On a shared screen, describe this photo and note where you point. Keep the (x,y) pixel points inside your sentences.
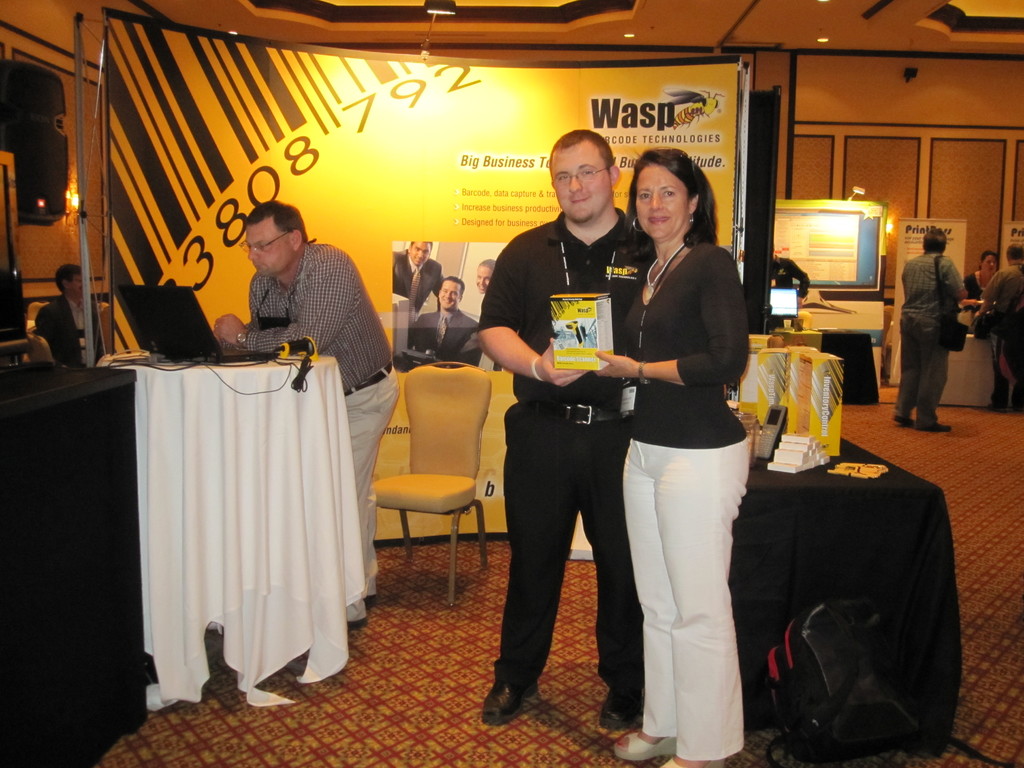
In this image I can see a man (603,252) wearing black colored dress (554,474) and a woman (694,385) wearing black t shirt (703,356) and white pant (678,455) are standing and holding a box (606,345) in their hands (599,364). I can see few tables (769,501), few objects (749,435) on the tables (209,395), a black colored laptop (199,342) on the table (250,400), a chair (443,418), few persons (929,307) standing, a huge banner (497,176), a monitor (791,299), the wall (850,137), the ceiling (719,15) and few lights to the ceiling (511,30) in the background (433,16).
